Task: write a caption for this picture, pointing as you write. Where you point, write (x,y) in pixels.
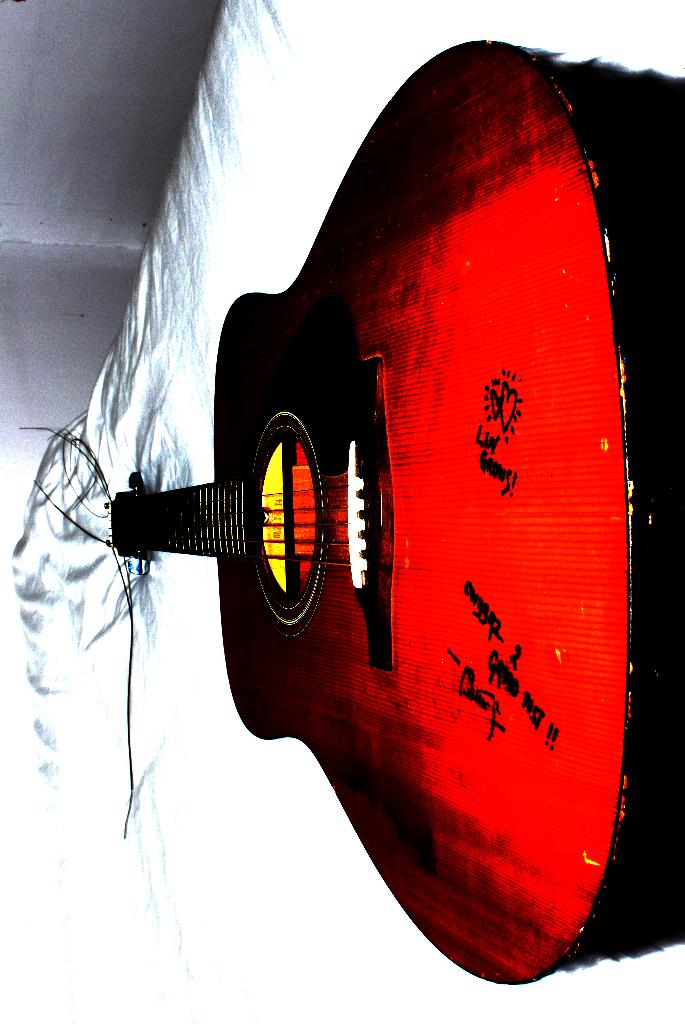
In this image i can see a red guitar (338,322) on the bed (121,395). In the background (133,218) i can see the wall (95,181).
